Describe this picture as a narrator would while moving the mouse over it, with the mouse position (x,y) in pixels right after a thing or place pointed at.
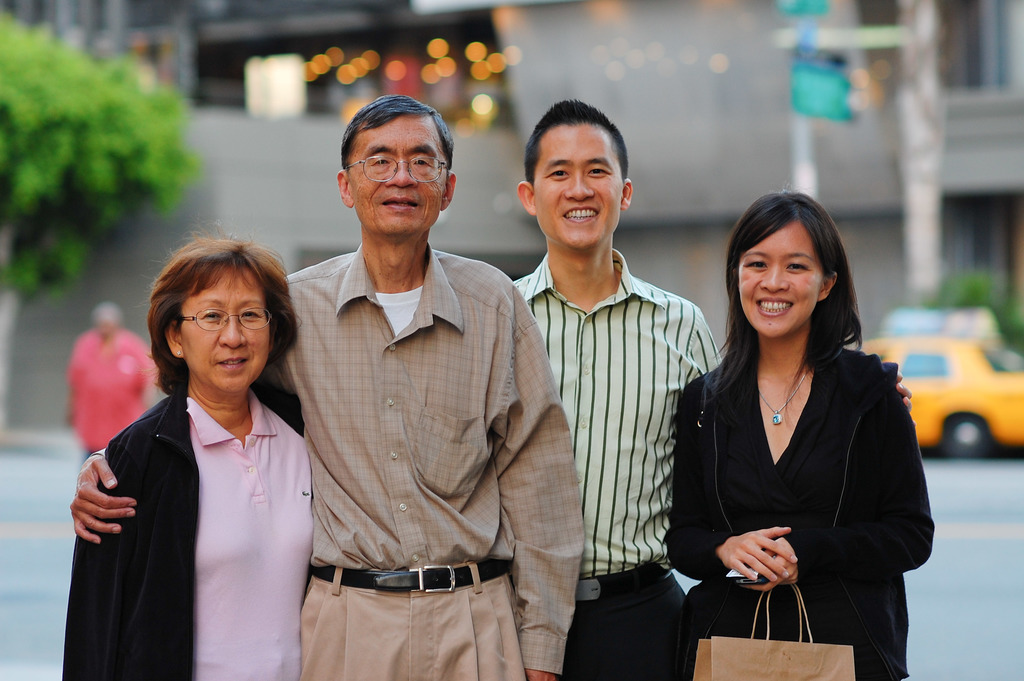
There are two men (479,378) and two women (795,446) standing and smiling. This woman (753,564) is holding a bag (767,610) in her hands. This looks like a tree (52,176). I can see the buildings (783,100) and lights (367,64). This is a car (975,389), which is parked. Here is a pole (805,178). I can see another person (108,380) standing.
